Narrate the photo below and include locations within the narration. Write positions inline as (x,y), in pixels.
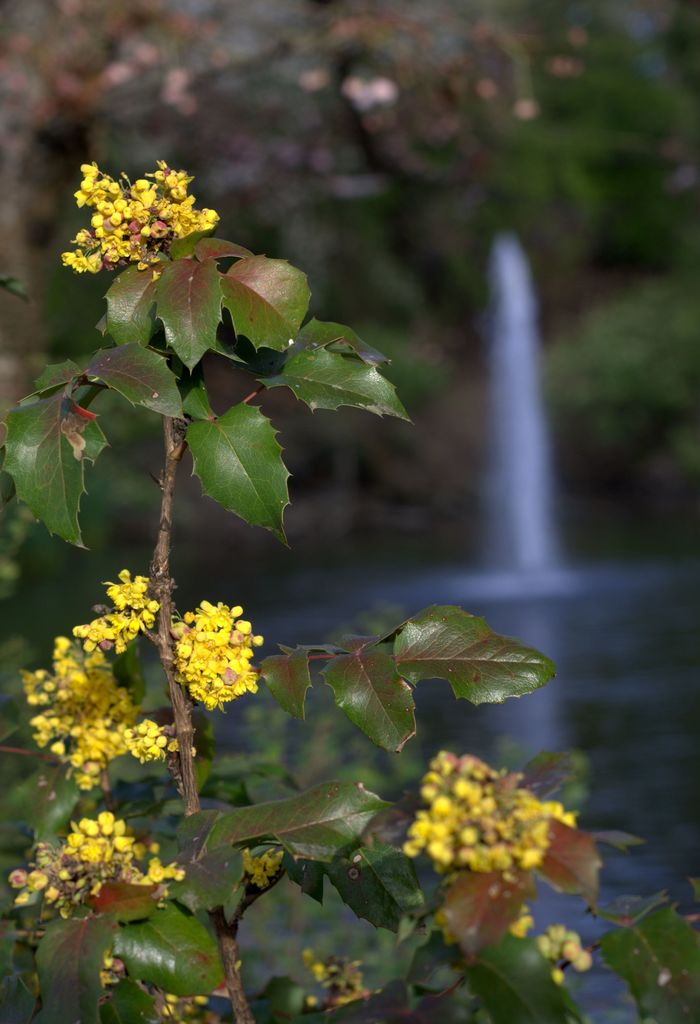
In this image there are plants (225,300) with flowers (154,880) in the foreground (540,799). There is water (677,878) at the bottom (665,817). There are trees (364,113) and fountain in the background (464,232).
